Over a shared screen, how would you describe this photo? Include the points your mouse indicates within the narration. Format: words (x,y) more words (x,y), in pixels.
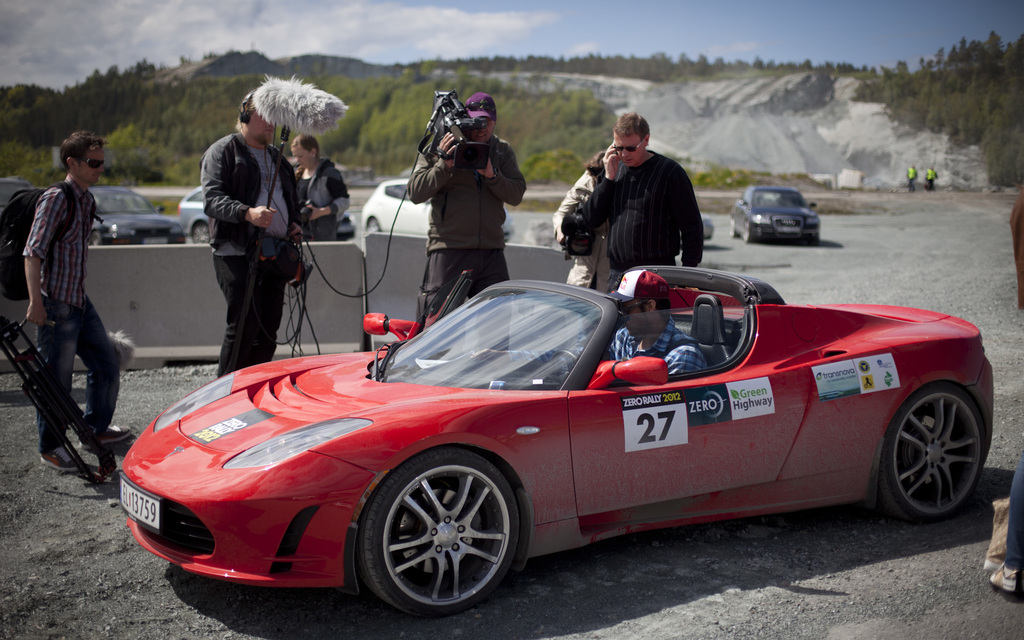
As we can see in the image there is a sky (429,28), trees (198,82), cars (773,196) and few people (213,191) here and there.
